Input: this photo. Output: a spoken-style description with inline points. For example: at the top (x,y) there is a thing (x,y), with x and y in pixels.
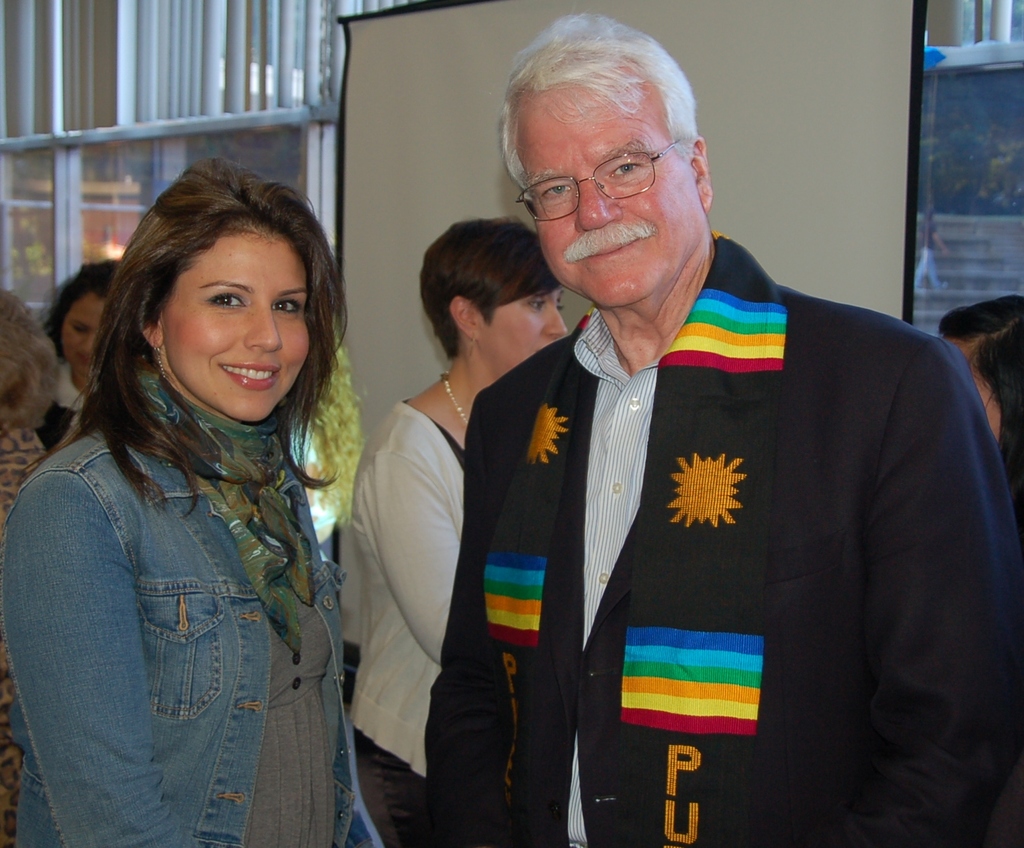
In this image I can see few people (546,556) with different color dresses (556,506). In the background (794,245) I can see the board (358,278) and the glass (201,145). Through the glass (940,293) I can see one person (938,280), stairs (954,268) and the trees (931,152).
